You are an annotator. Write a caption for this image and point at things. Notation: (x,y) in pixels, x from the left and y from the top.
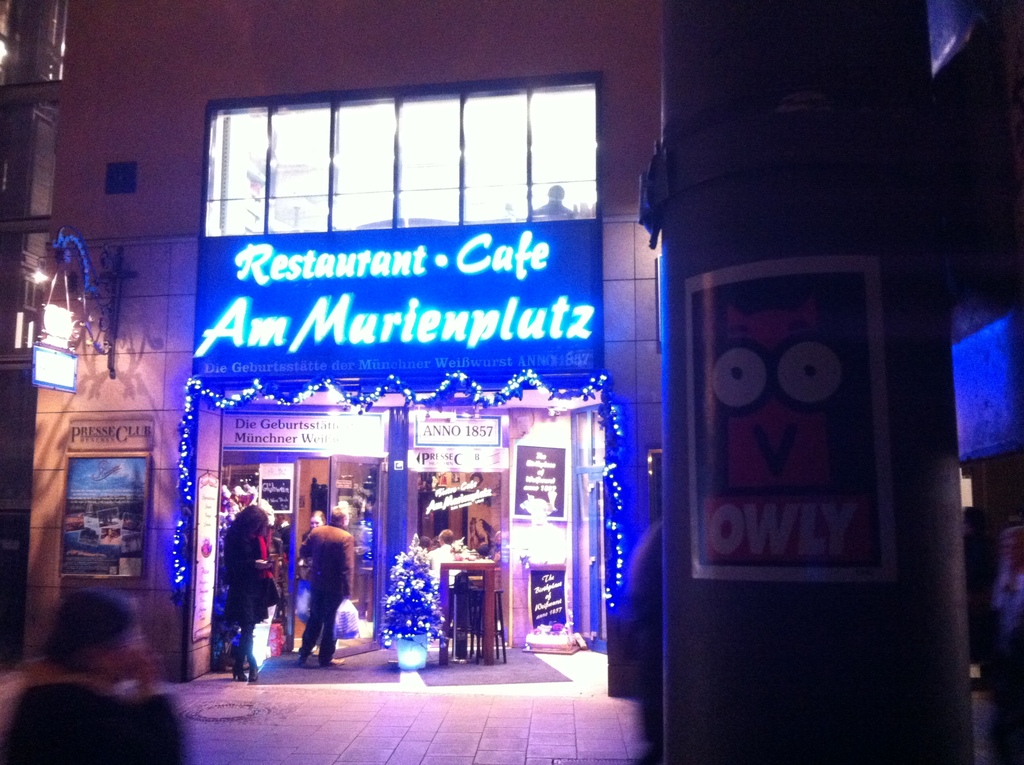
In this picture we can see the person (326,591) who is standing near the door (352,597). On the right (868,354) we can see the poster (852,410) on the pole (879,135). At the top (566,210) through the window (528,203) we can see a man (563,197) who is sitting on the chair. On the left (39,272) there is a light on the building (165,348).
